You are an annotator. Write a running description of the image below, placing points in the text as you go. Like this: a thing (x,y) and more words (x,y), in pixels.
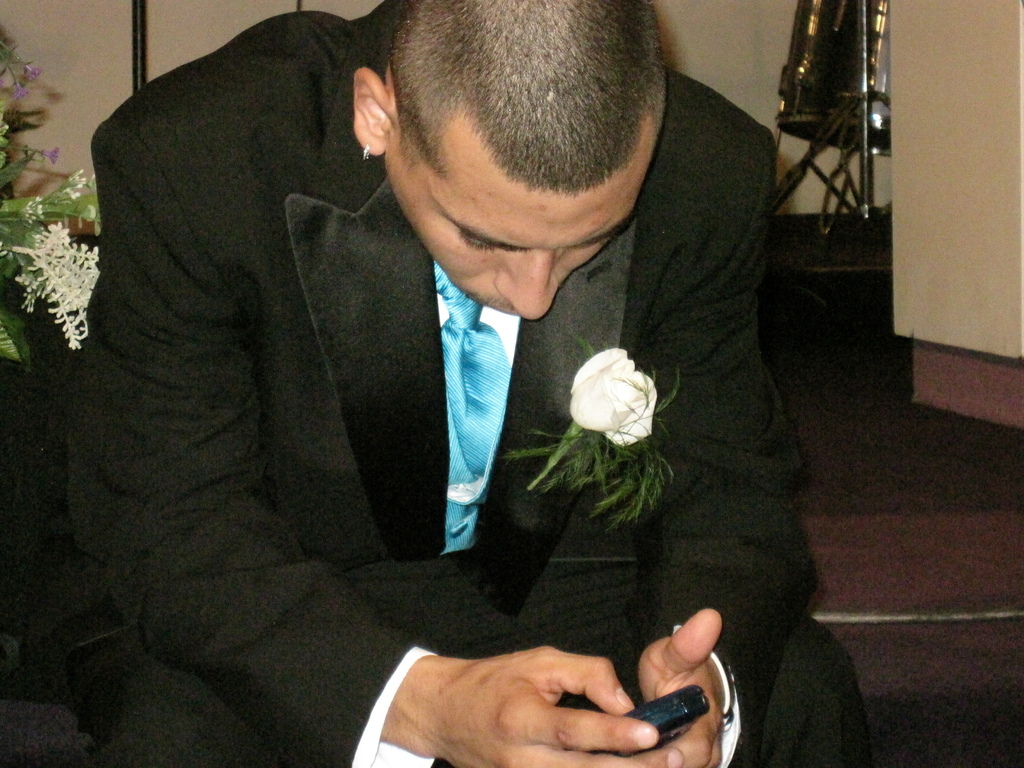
Here I can see a man (615,635) holding a mobile (650,708) in the hand (530,704), sitting and looking into the mobile (691,701). On the left side (29,258) there is a plant (25,242) along with the flowers (77,277). In the background (708,69) there is a wall (917,237) and also there is a metal object (851,141) placed on the floor (848,229).
